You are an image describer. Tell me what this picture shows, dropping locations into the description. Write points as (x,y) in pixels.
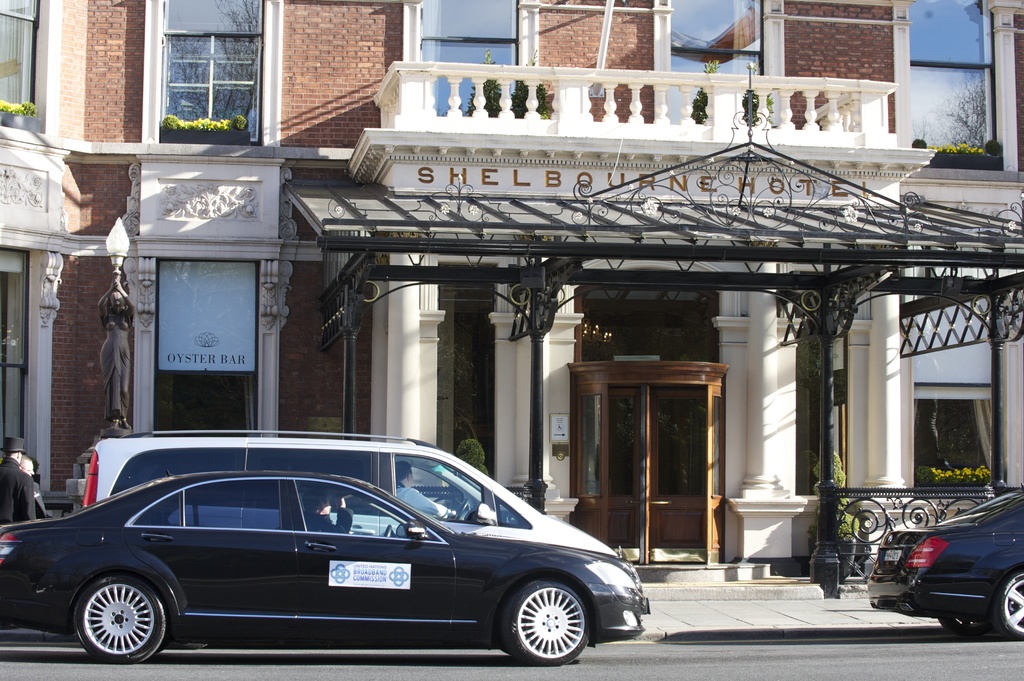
This picture shows a Building (463,348) and we see plants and few cars (584,546) on the road (257,678) and we see a poster (334,576) and few people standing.
